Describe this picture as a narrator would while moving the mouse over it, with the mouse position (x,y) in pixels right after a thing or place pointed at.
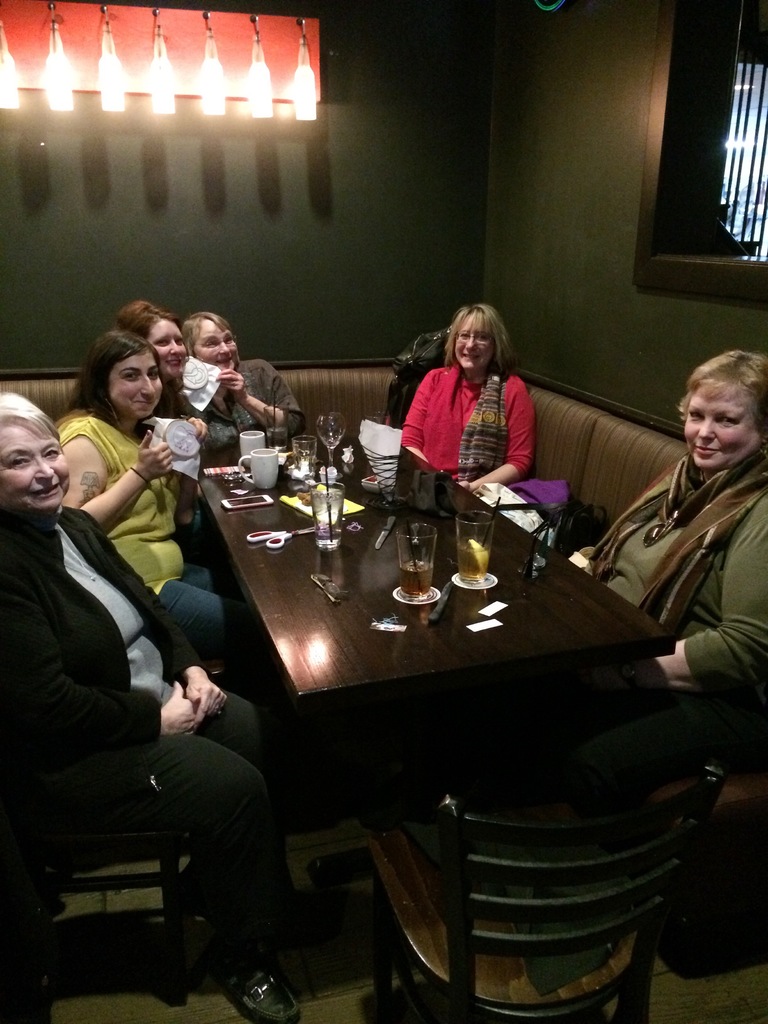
In this picture we can see a group of people (738,594) sitting on sofa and some are sitting on chairs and in front of them there is table (287,655) and on table (274,612) we can see cups (242,456), glasses (460,527) with drinks (480,568) in it, paper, mobile (262,503), scissor (286,532) and in background (270,205) we can see wall (458,184) with window (710,118), lights (221,110).
